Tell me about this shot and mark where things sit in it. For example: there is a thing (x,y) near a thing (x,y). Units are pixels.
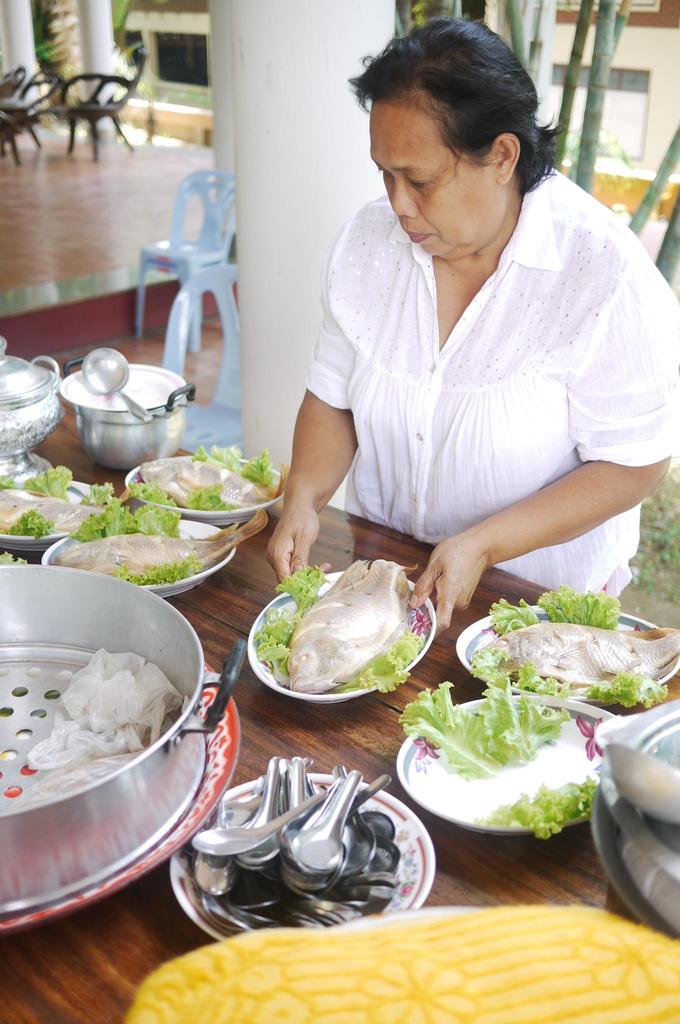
In the foreground of this picture (220,562) we can see a wooden table (367,761) on the top of which platters (445,796) containing food items (299,573), utensils (154,433), spoons (358,825) and some other objects (552,937) are placed and we can see a person (441,188) standing and holding a platter (348,645) of food (316,614). In the background (266,275) we can see the pillars (294,22), chairs (0,126), bamboo (605,49) and the buildings (184,65).
